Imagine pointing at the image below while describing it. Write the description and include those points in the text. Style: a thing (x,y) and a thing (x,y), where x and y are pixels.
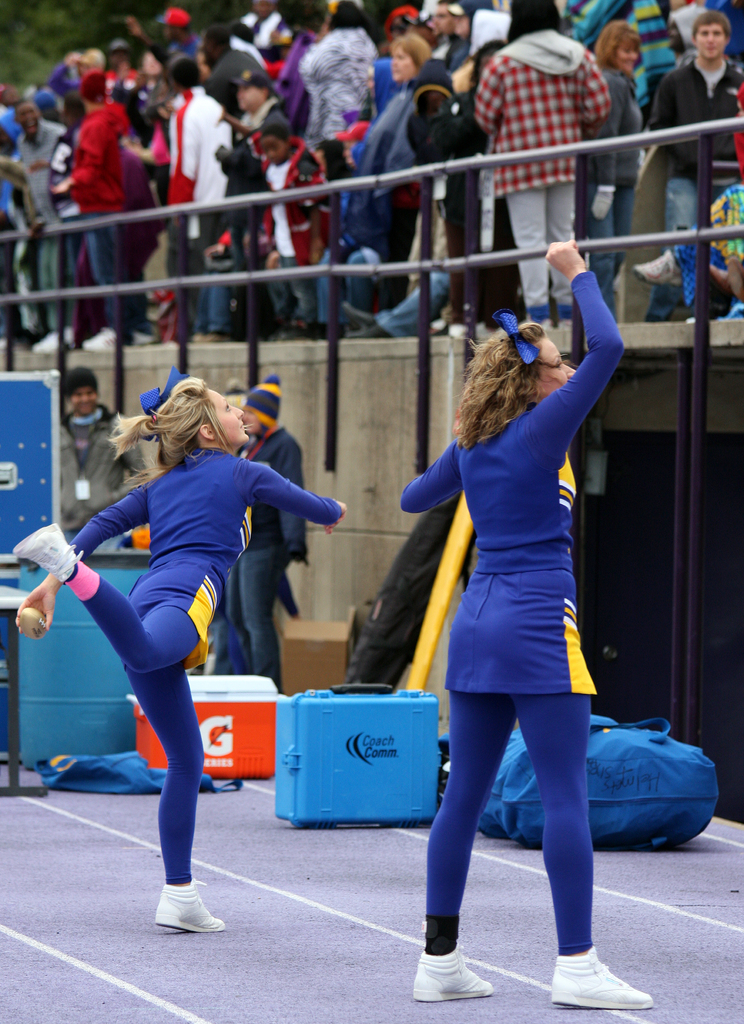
In the center of the image (476,583) we can see person (184,587) standing on the ground (278,927). In the background (365,230) we can see crowd (413,140), fencing (376,180) and wall (441,416).
